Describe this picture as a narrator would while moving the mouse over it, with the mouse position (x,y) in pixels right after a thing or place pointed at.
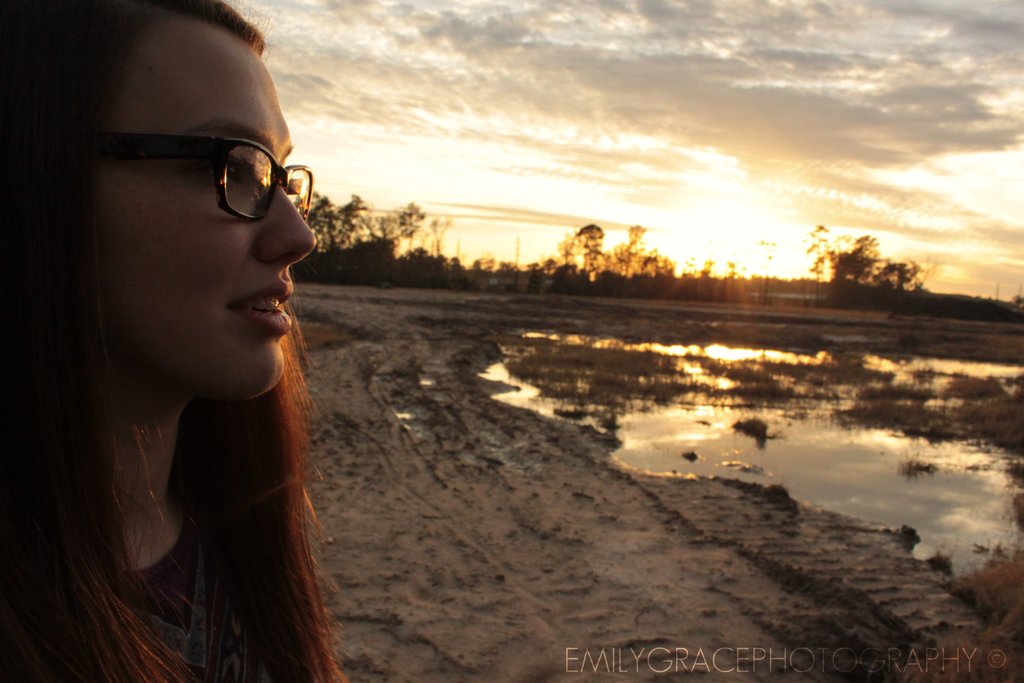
On the left (184,297) there is a woman (231,295). In the background (475,532) we can see sand (424,564), water (844,484), poles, trees (441,269) and clouds (531,61) in the sky (458,73).
